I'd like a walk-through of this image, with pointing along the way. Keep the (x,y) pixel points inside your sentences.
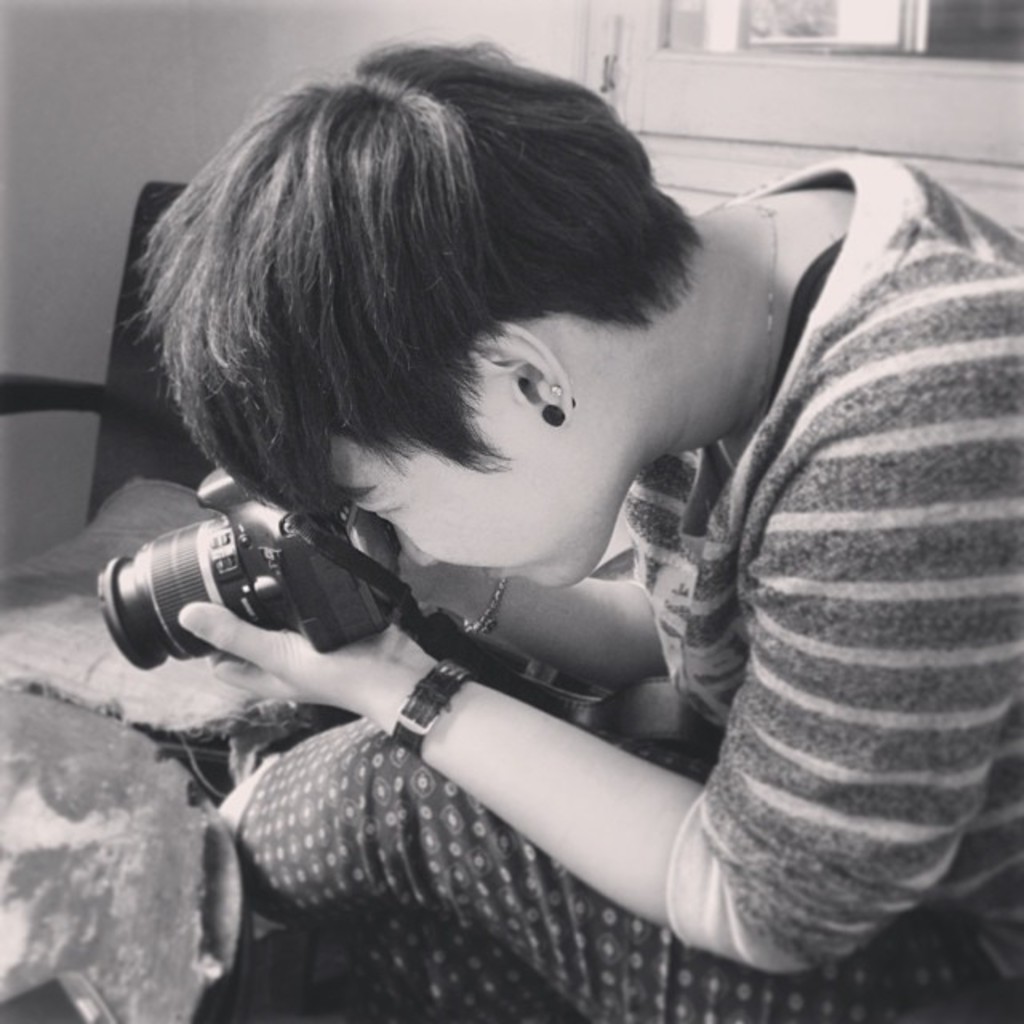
This image is clicked inside the room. There is a person (776,600) sitting and holding camera (342,604), capturing a picture. In the background (178,20), there is a wall (272,36) and window (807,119). The person (808,492) is wearing a ear ring (560,419).
